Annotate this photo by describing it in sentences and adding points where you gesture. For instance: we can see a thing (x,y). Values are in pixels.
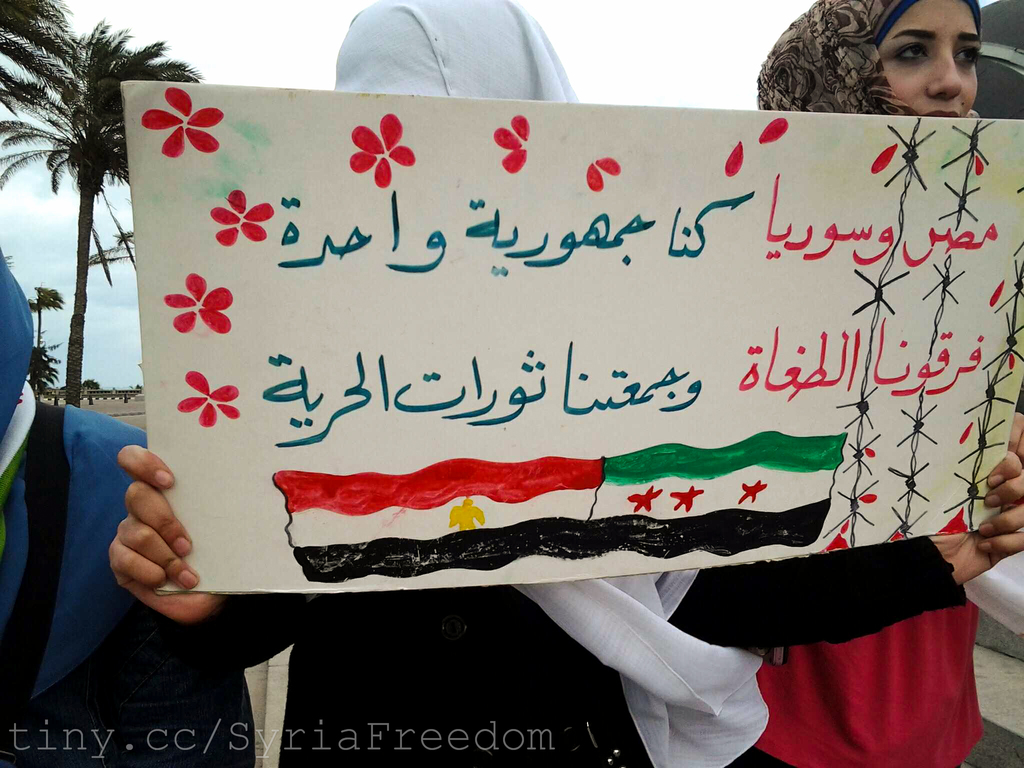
Here in this picture we can see a group of women (145,456) wearing hijab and standing over a place and the woman (870,560) in the middle (595,268) is holding a placard (501,204) with some text (311,267) written on it and behind them we can see plants (36,388) and trees (88,137) present in the far and we can see the sky (61,204) is cloudy.
